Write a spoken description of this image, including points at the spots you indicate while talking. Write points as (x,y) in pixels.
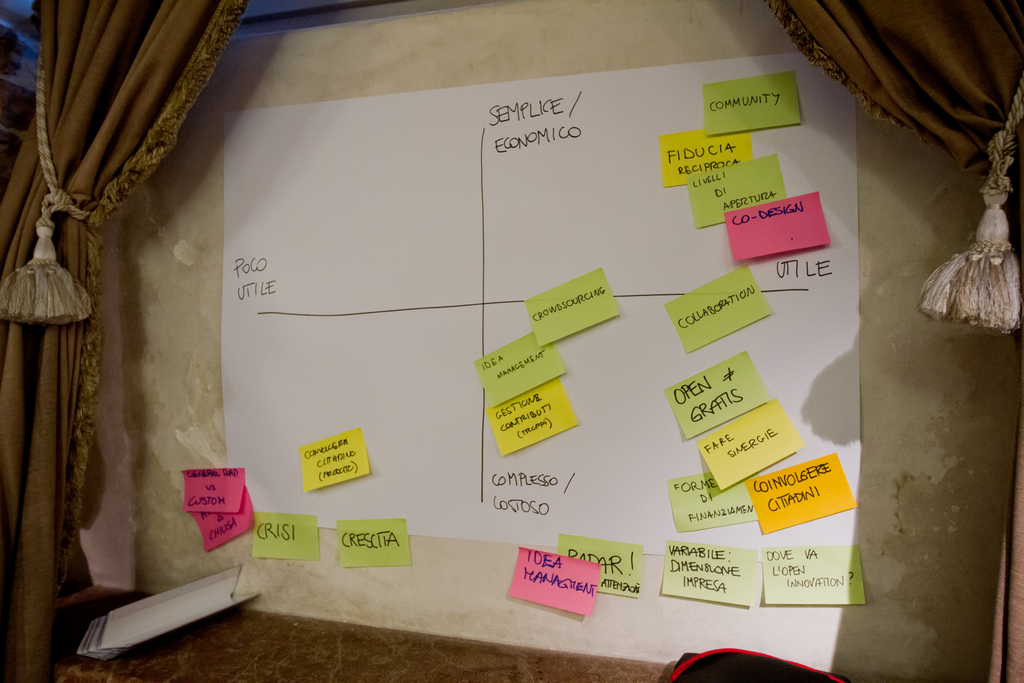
In this image we can see a paper (621,454) is attached to the wall (160,287) with some different color paper (753,463) on it and some text (526,123) is written on the papers (540,523). Both side of the image brown color curtain (1023,517) is present.
